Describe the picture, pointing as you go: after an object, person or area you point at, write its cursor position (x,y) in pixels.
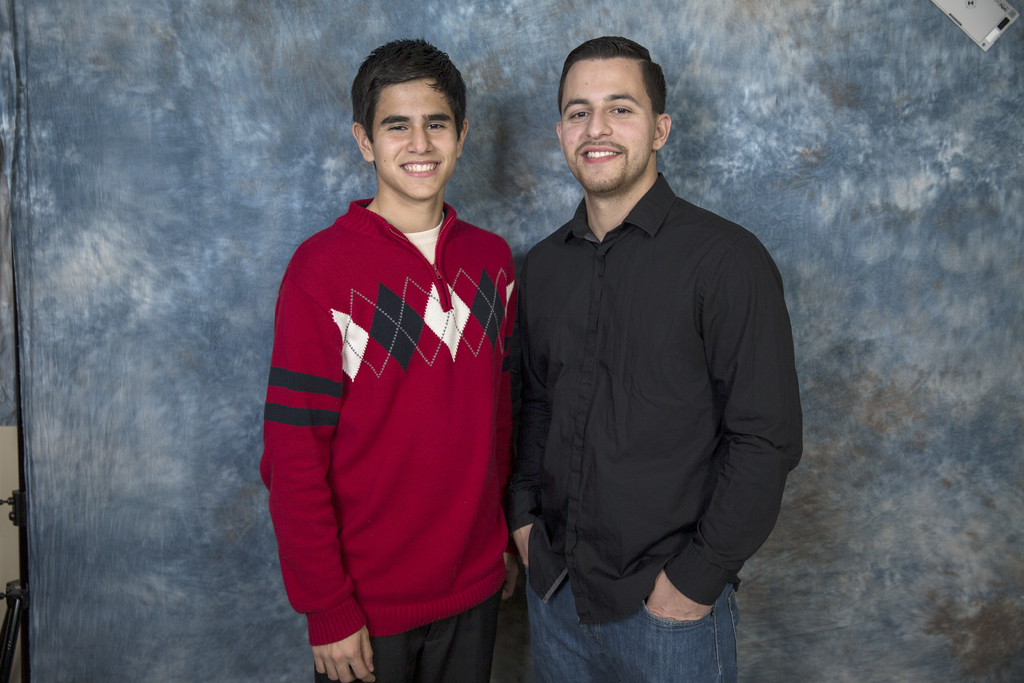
Here in this picture we can see two men (392,211) standing over a place and both of them are smiling and behind them we can see a background cloth (43,300) present.
